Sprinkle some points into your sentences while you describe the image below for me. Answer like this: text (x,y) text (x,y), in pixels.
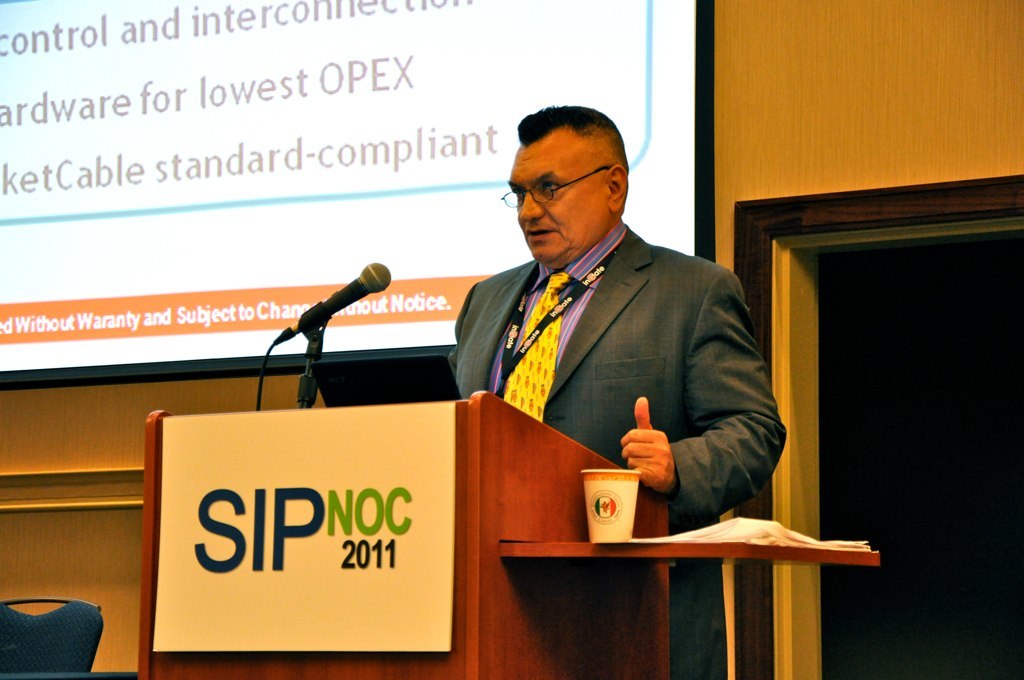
In this picture we can see a man (589,347) is standing behind the podium (336,500) and on the podium (293,529) there is a microphone (342,308) with stand (309,353) and a cable (267,349). On the right side of the podium (325,523) there is a cup (602,541) and papers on an object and on the left side of the podium (232,565) there is a chair (69,642). Behind the man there is a wooden wall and a projector screen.
